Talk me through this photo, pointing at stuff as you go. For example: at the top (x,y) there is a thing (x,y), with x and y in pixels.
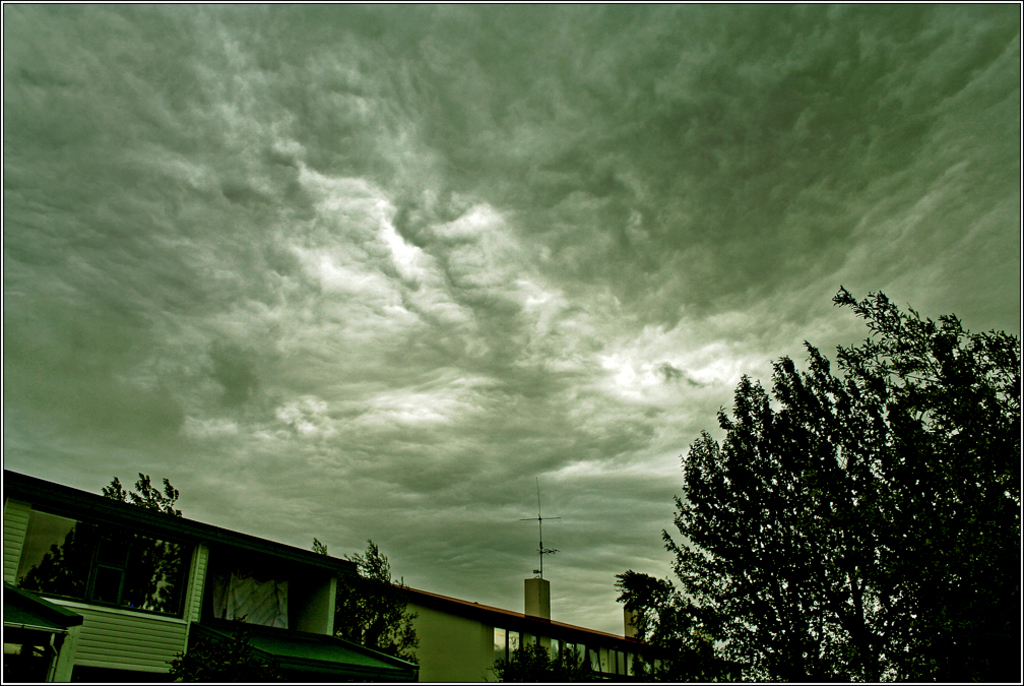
In the picture I can see a building (552,656), trees (506,661) and some other objects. In the background (451,367) I can see the sky (383,364).
